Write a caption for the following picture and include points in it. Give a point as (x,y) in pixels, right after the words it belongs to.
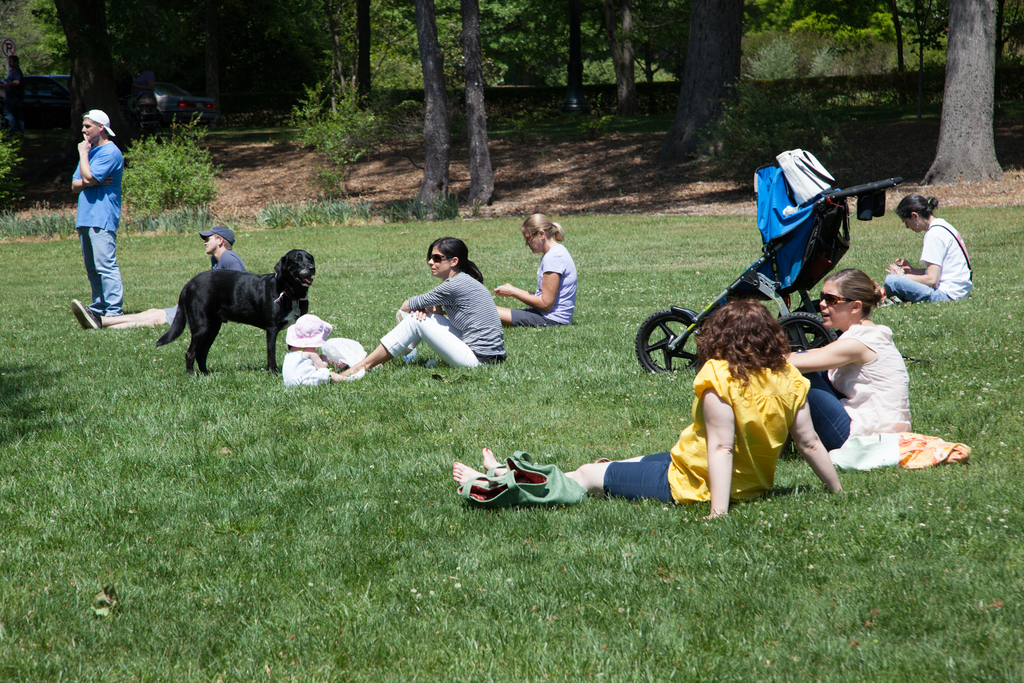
This image is clicked outside. There is grass (60,435) in the middle (583,408). There are so many persons (425,335) sitting on grass (578,453). There is a stroller (822,265) on the right side (809,263). There is a dog (256,311) on the left side (176,338). There are trees (23,58) at the top (475,90).
